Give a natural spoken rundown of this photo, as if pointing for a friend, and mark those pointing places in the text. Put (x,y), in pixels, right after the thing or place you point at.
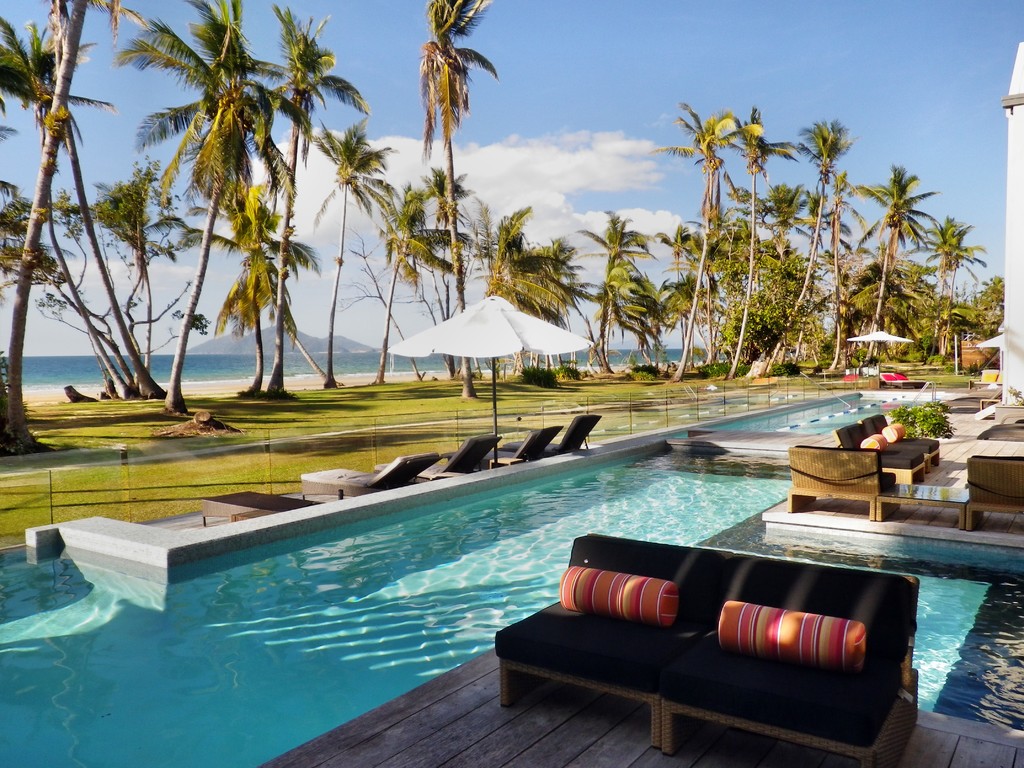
There is a black sofa (707,635) which has a pool (428,580) beside it and there are trees (293,272) and a ocean (295,364) in the background (165,345).
